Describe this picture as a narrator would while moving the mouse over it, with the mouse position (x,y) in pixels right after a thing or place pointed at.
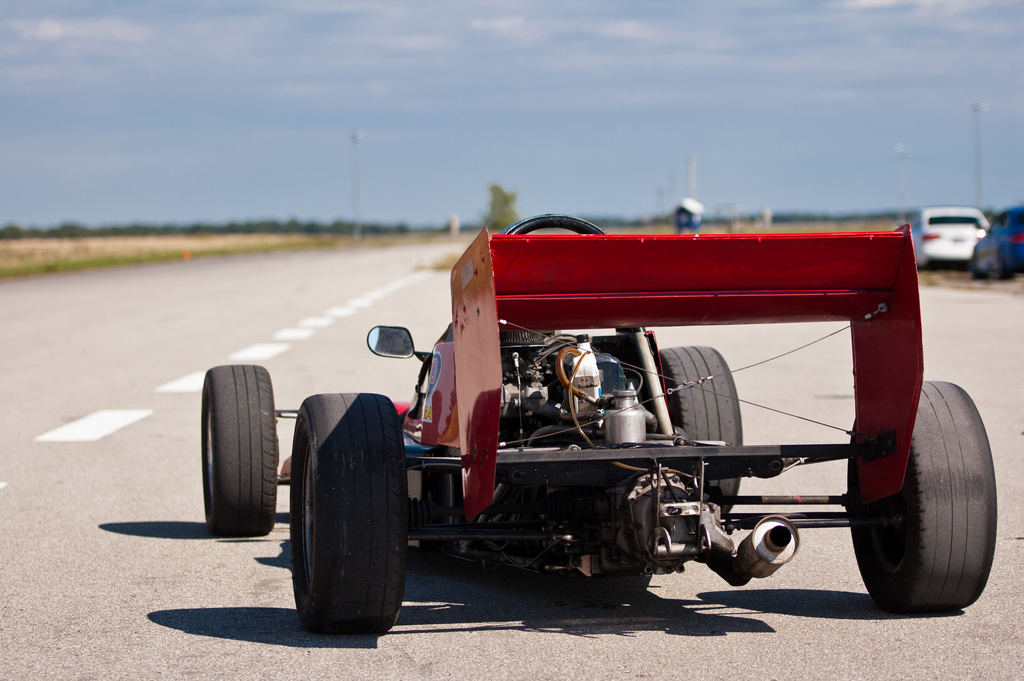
In the picture we can see a road (124,465) on it, we can see a sports vehicle (577,253) which is red in color and besides it, we can see some cars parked and in the background (79,81) we can see poles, trees (21,231) and sky (410,132) with clouds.
